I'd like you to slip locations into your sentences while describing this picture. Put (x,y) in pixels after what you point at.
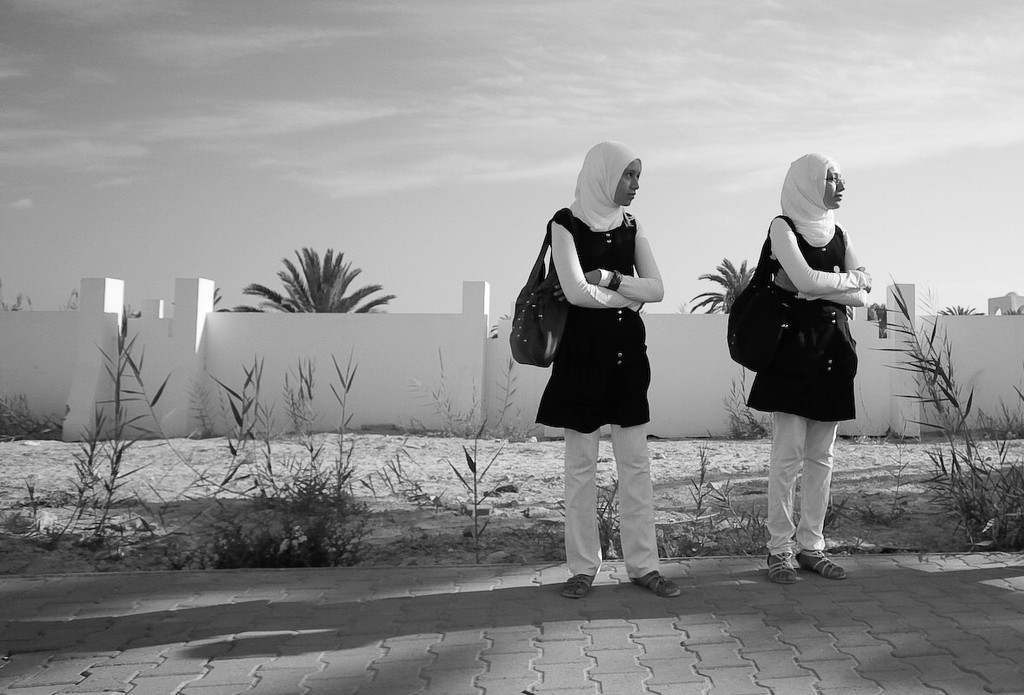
In this picture there are two girls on the right side of the image (715,348) and there is wall (956,372) in the background area of the image (968,378) and there are trees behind the wall (1016,362).
